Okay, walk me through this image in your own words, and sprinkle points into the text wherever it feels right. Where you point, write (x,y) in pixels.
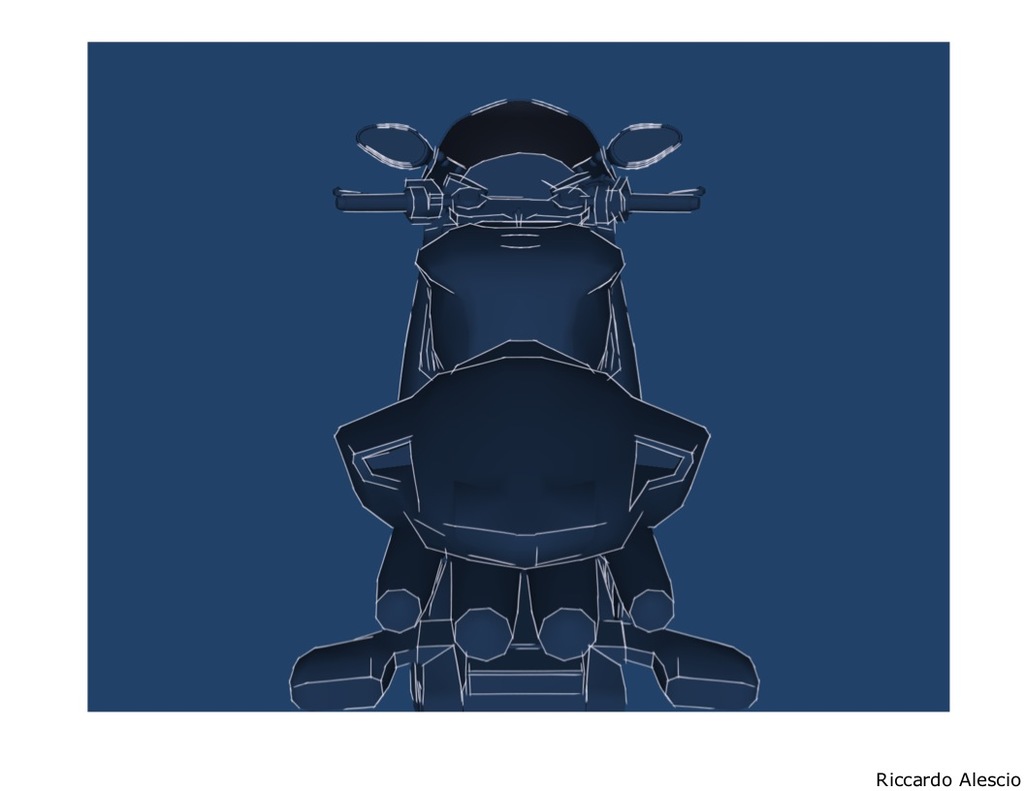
In this image we can see a drawing of a motorcycle (440,634).
